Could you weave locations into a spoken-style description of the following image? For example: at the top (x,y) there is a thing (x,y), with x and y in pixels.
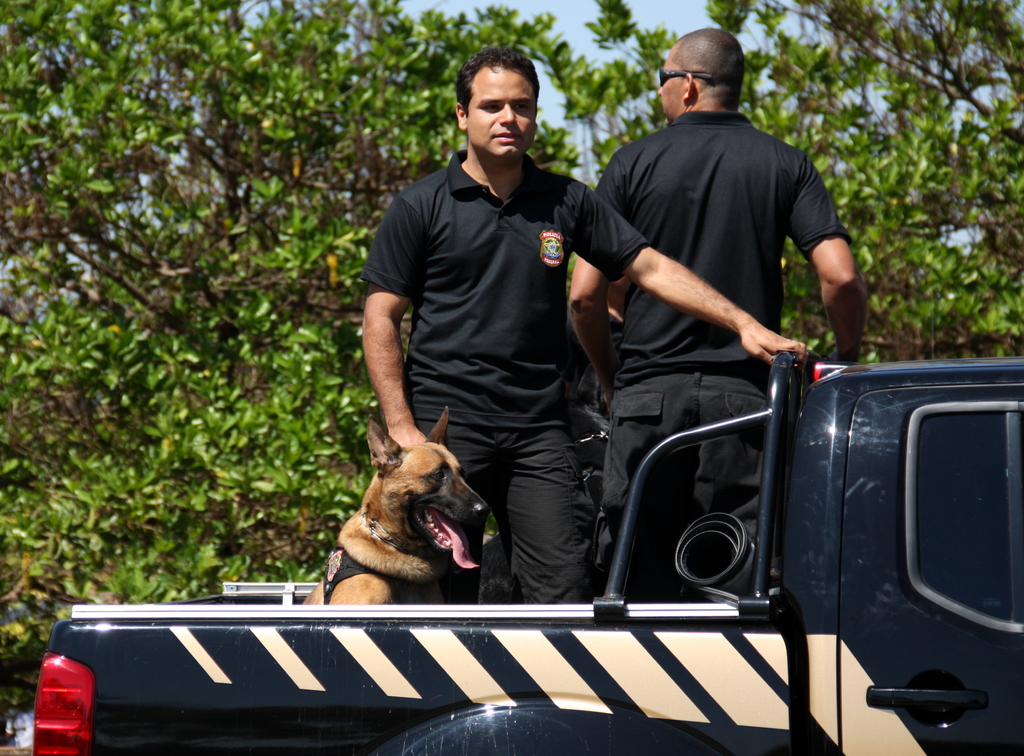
This image is taken in outdoors. In this image there is a vehicle (1016,741) and in that vehicle (237,611) two men (472,351) are standing holding a dog (350,540). In the background (16,302) there are many trees (305,355). At the top of the image (555,29) there is a sky (582,45).
